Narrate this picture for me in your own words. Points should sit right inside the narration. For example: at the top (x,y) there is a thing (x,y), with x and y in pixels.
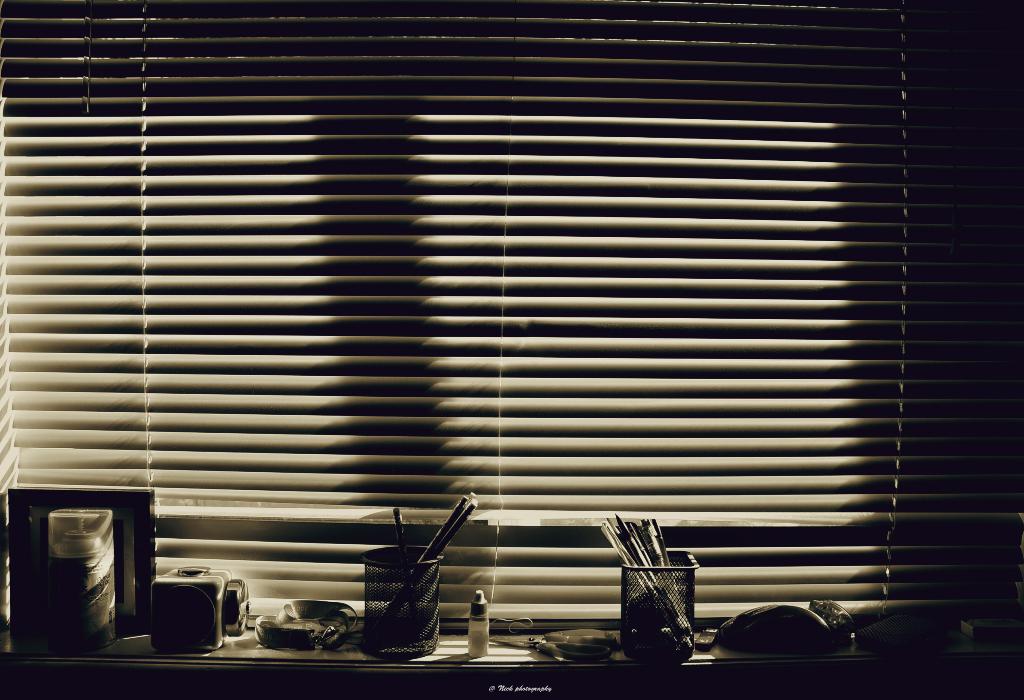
In this image I can see few pens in the pen stand (674,645) and I can also see a bottle (486,633) and few objects (315,633). Background (589,213) I can see the window blind (421,355).
